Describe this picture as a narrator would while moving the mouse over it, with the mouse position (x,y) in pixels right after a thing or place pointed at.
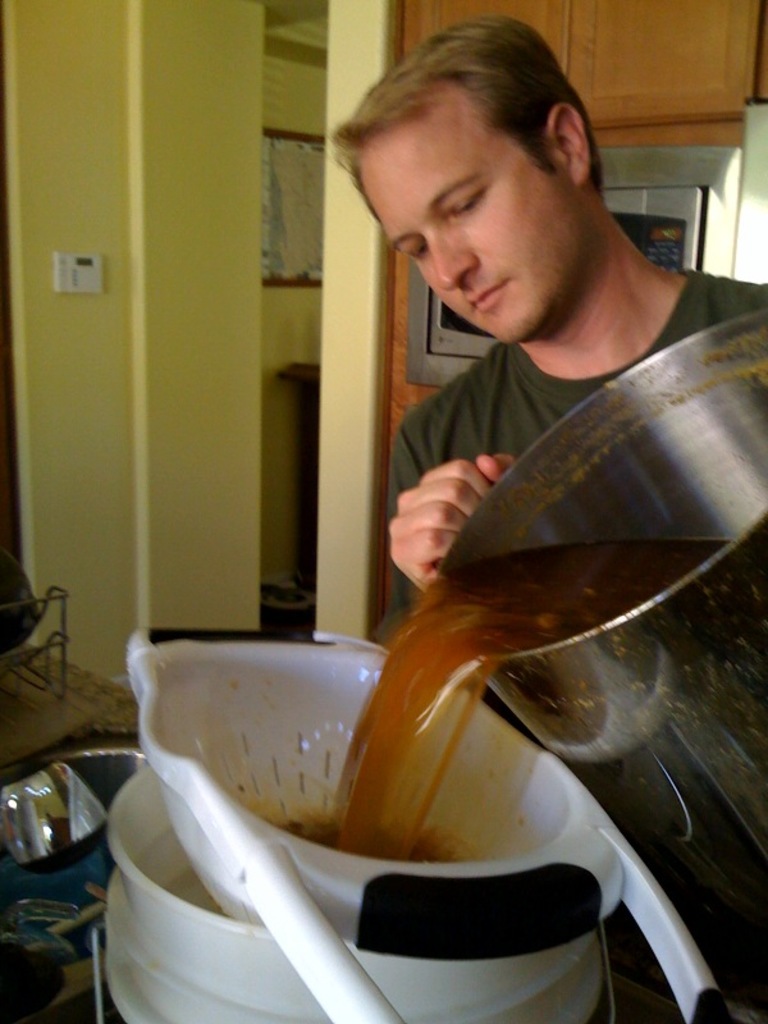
In this picture there is a person (599,250) pouring drink (563,584) out of a vessel (520,707) into another bucket (272,945). On the left (89,814) there are some kitchen utensils (88,834). In the background (143,184) it is wall (213,292). On the right (717,175) there is a microwave oven (663,202) and closet (622,47).
